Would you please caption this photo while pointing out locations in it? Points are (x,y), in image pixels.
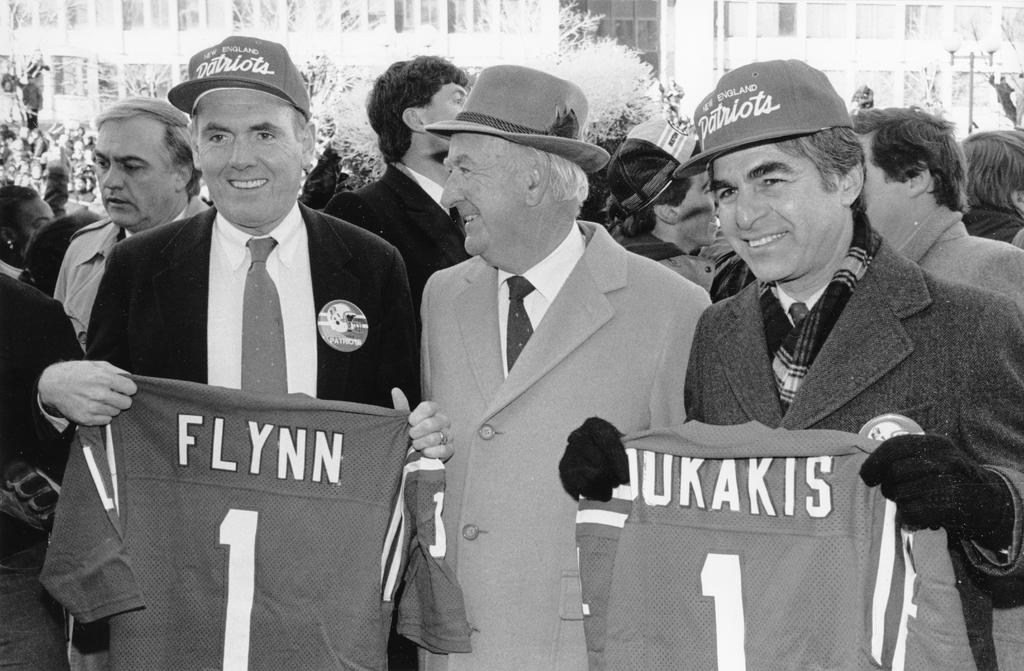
There are group of people (442,173) standing and these two people (851,228) are holding shirts (943,553). Background (855,21) it is not clear.
